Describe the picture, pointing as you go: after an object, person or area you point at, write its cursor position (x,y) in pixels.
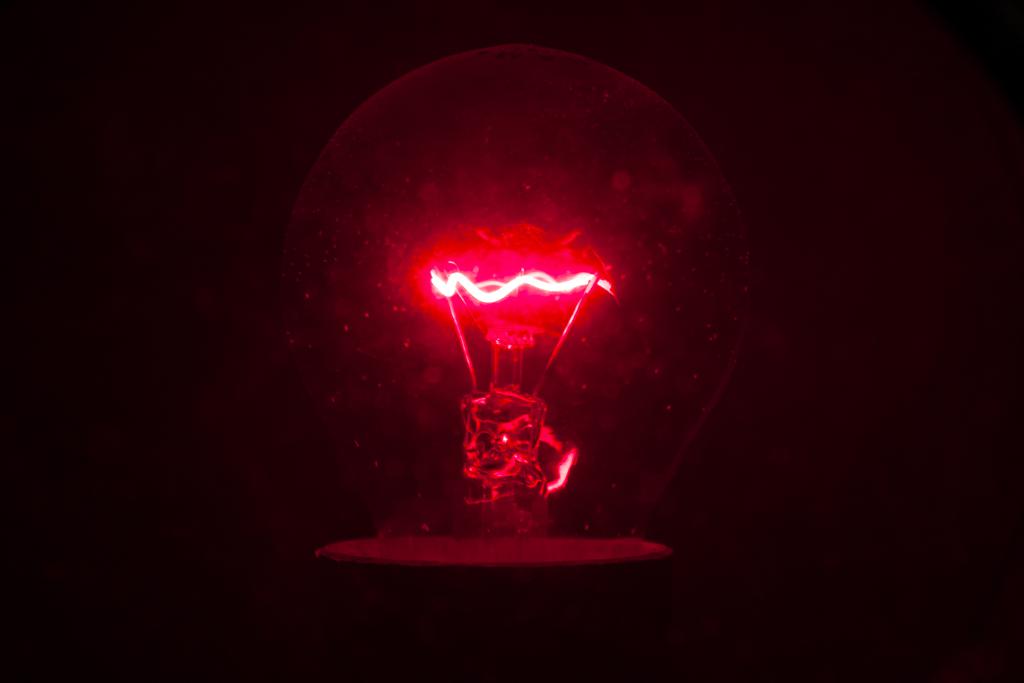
In this image there is a bulb (482,322). In the background of the image (680,33) it is dark.
